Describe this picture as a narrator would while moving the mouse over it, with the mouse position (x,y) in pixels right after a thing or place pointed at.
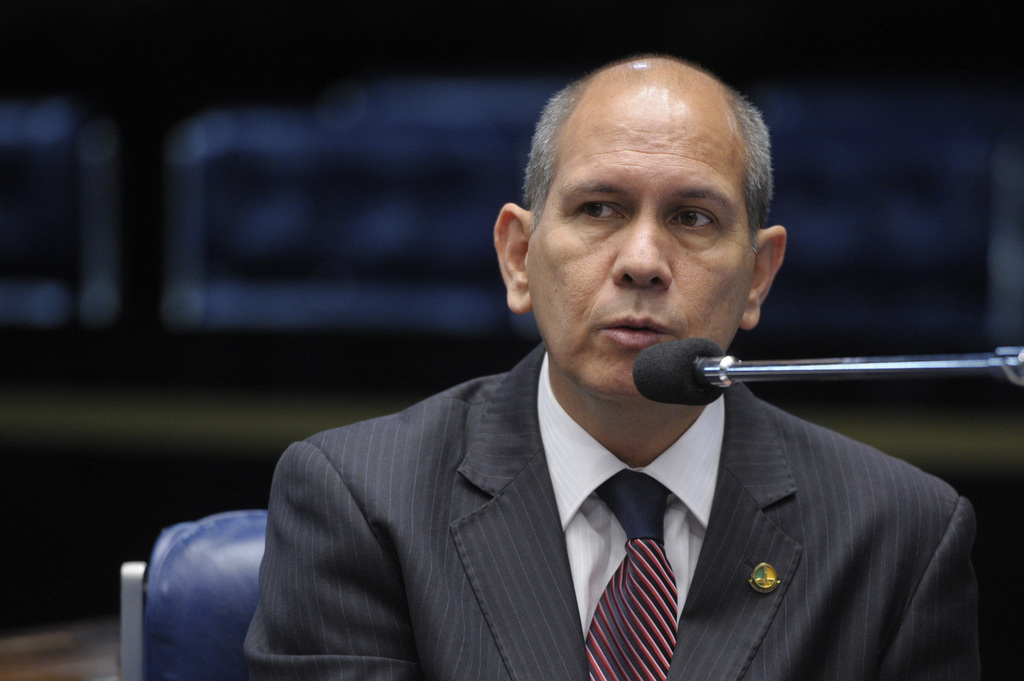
In this image there is a person (459,481) sitting in a chair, in front of the person (603,376) there is a mic (762,363).
